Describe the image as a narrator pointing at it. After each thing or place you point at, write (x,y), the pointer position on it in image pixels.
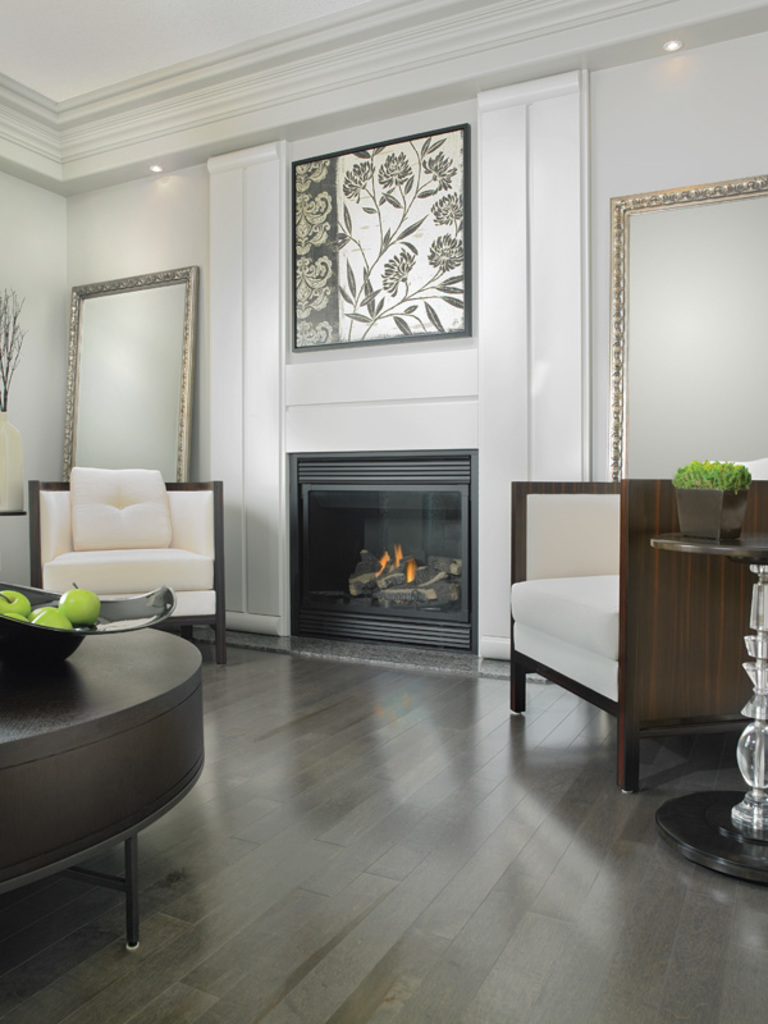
In this image i can see 2 couches (148,527) a table (161,687) with some fruits (54,611) on it, and in the background (119,395) i can see a mirror (149,340), a wall (195,188) and a fire place (394,554).
